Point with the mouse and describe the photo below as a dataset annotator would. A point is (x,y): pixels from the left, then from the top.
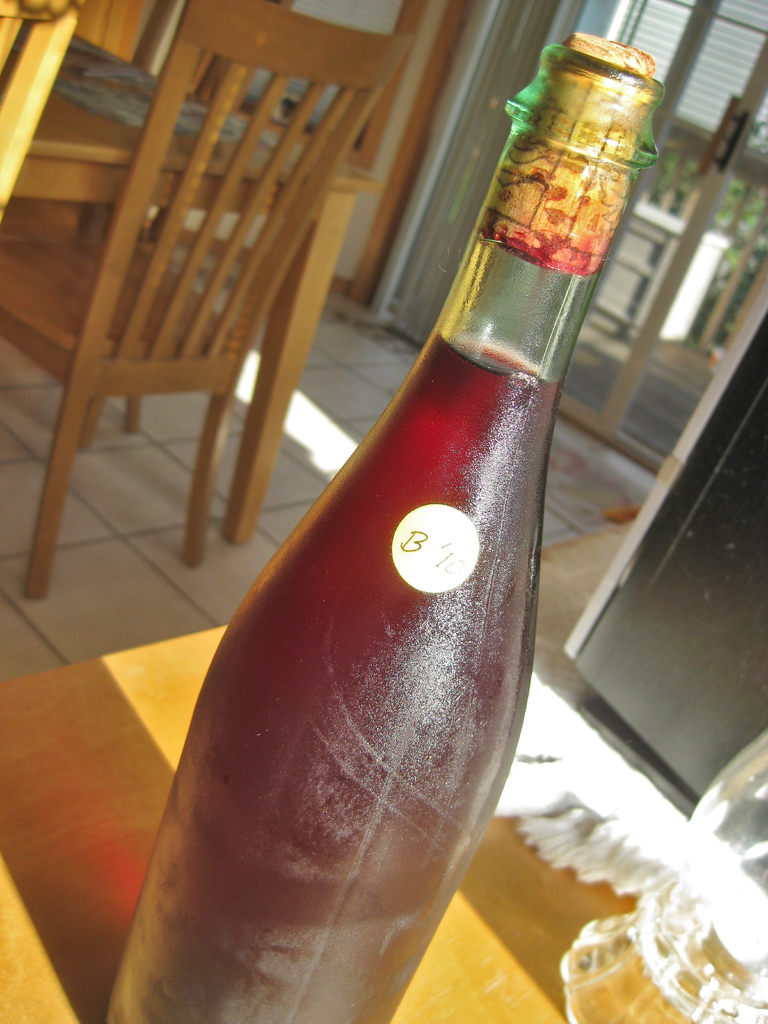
The picture is taken in a closed room (464,690) where the bottle (449,704) is present on the table (450,938) and behind the bottle (371,598) at the left corner (52,169) there are chairs (40,86) and tables (103,155) and behind them there is a door (714,152) and outside the door (648,365) there is one table (685,322) and trees (732,253).
